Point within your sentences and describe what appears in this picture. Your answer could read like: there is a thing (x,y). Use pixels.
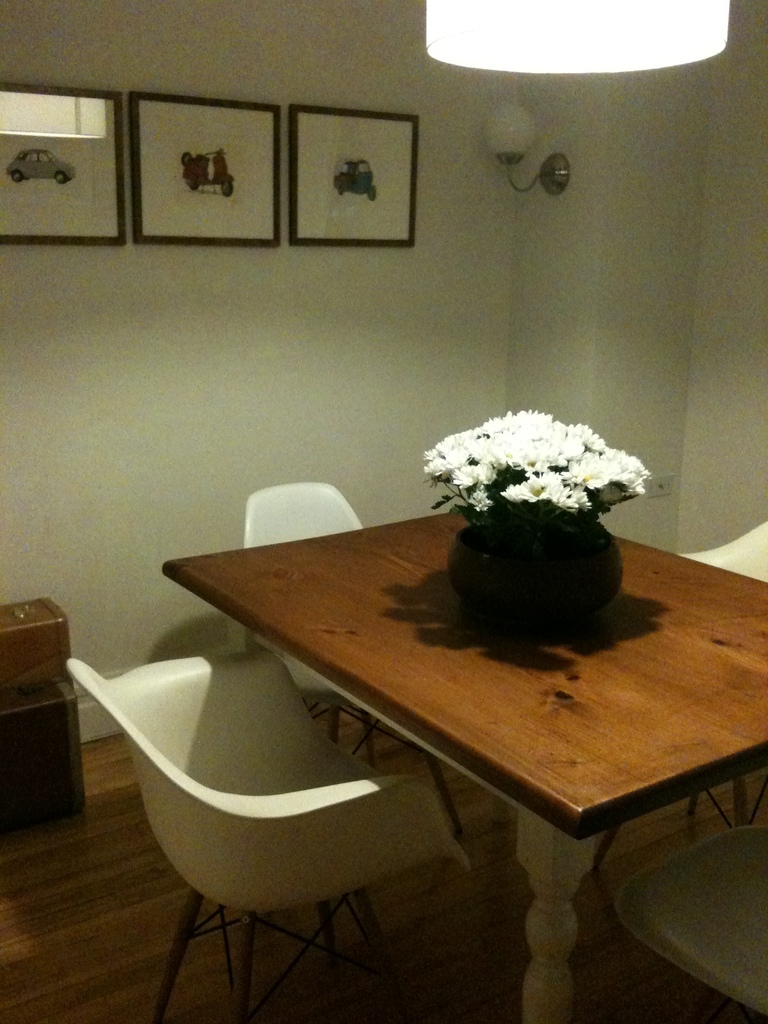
This picture is clicked inside a room (542,247), there is a table (532,661) with a flower vase (536,595) and chairs (237,761) around the table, there are photo frames (233,211) on the wall (427,207) and there is a light (531,44) at the ceiling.
